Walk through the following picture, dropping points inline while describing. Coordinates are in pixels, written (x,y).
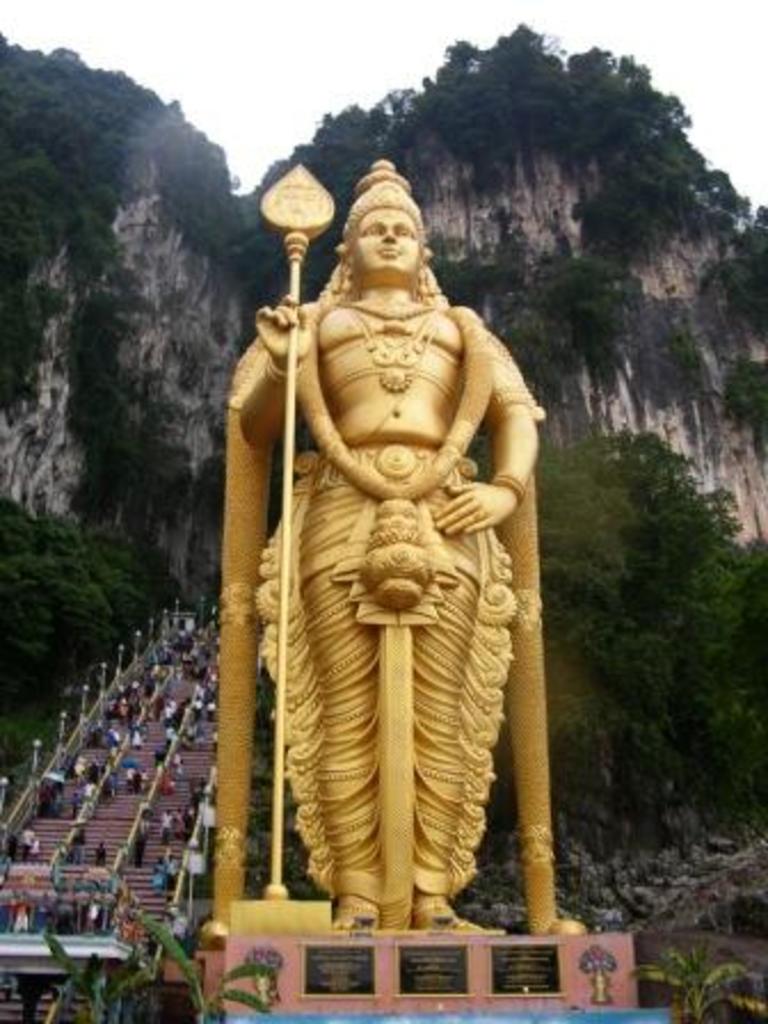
In this image, we can see a statue (288,611) on an object (366,936). We can also see some boards (498,986) with text (443,968). There are a few people (158,714). We can also see some stairs (196,746) and the railing (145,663). There are a few trees (543,55) and poles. We can also see some hills (179,183) and the sky (182,79).
